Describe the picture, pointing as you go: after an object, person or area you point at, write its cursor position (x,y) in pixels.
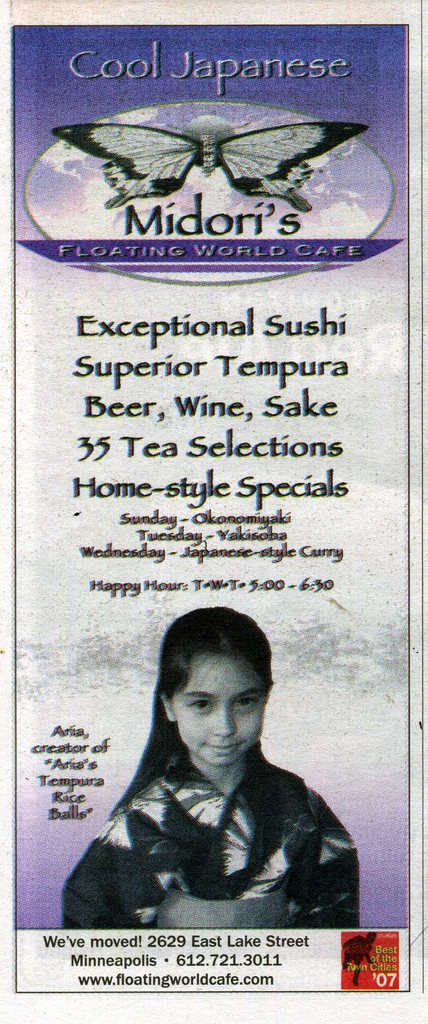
In this image, we can see a poster (228,621) with some images (159,759) and text (234,362).
